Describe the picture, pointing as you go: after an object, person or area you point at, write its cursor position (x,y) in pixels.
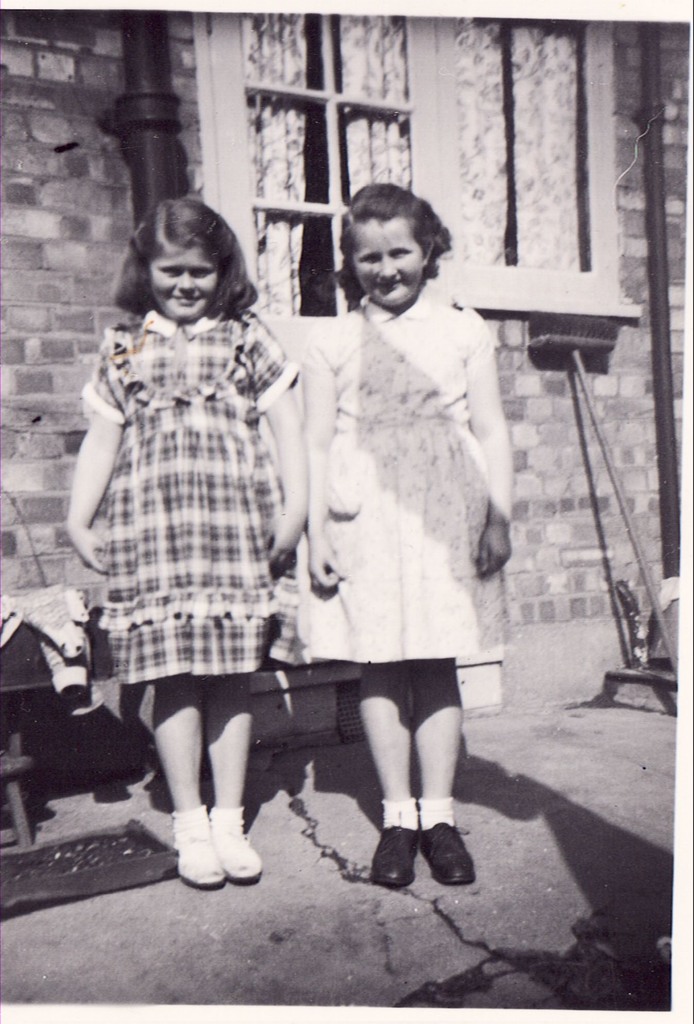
This is a black and white image. In the middle of this image (308,600) two girls (220,533) are standing on the ground (211,921), smiling and giving pose for the picture. At the back of these girls (227,567) there are few objects (48,671) placed on the ground (113,792). At the top of the image (396,113) there is a window (385,164) to the wall (33,111) and also I can see two pipes (660,288) are attached to the wall (1,340).
